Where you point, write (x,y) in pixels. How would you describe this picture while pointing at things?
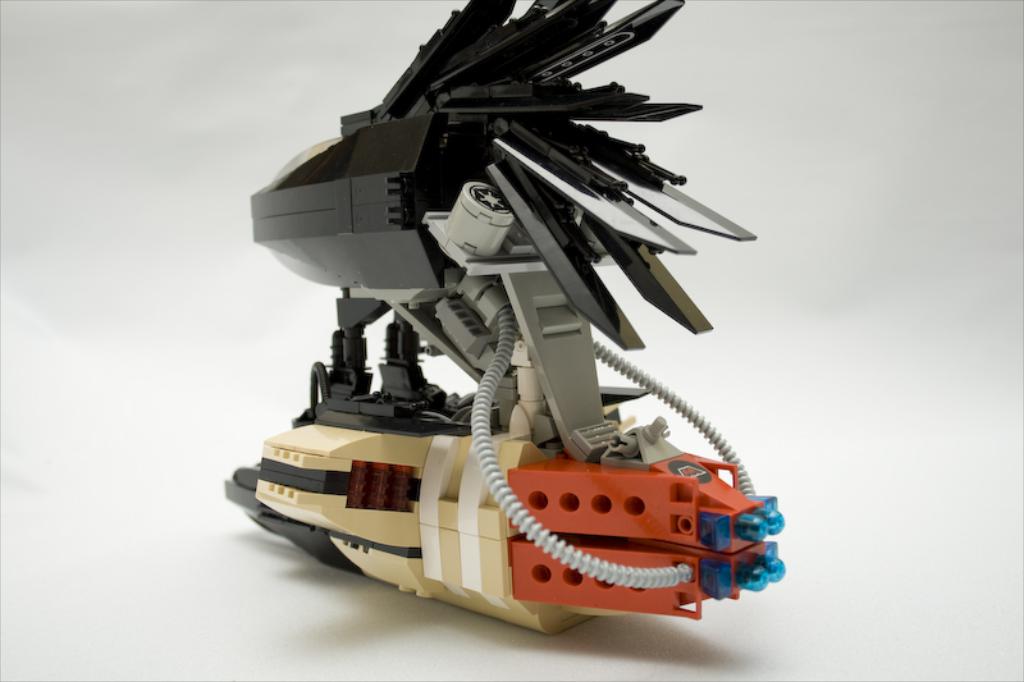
In the middle of this image (618,442), there is a device (534,382) having gray color tubes (672,398) and blue color lights (764,510) on a surface (353,588). And the background (31,25) is white in color.
